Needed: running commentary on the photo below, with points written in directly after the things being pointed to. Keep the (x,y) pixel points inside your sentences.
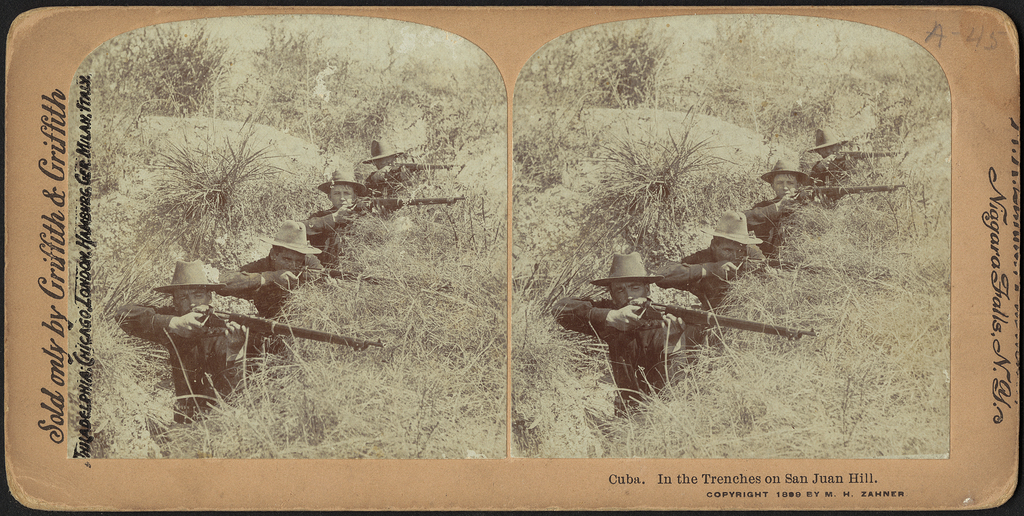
I can see this is a picture of two images (463,162) sticked to a piece of paper (22,140). There are soldiers (225,339) holding guns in their hands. Also there is grass (452,337) and plants (583,274) and some text (89,218) written on the images (89,171).
